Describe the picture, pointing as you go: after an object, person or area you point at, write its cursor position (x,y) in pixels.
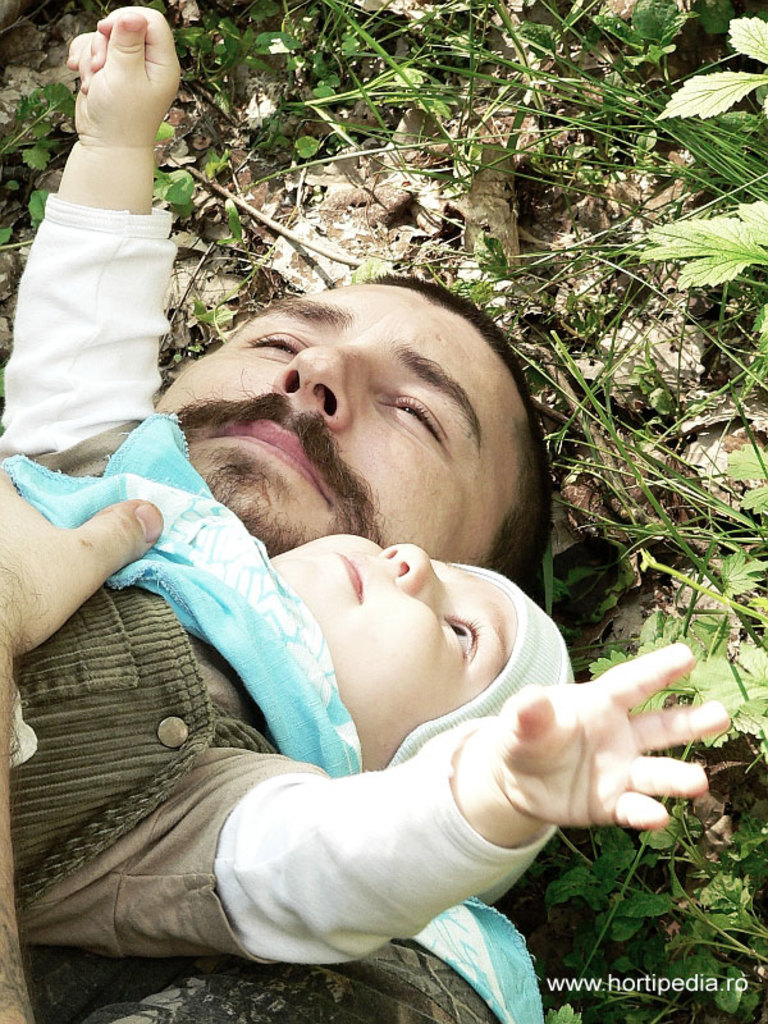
In this image, we can see a baby (419,656) wearing a cap (559,649) and lying on the man (69,557) and we can see a cloth (255,661). In the background (738,603), there are plants (620,486) and there is some text (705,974).
